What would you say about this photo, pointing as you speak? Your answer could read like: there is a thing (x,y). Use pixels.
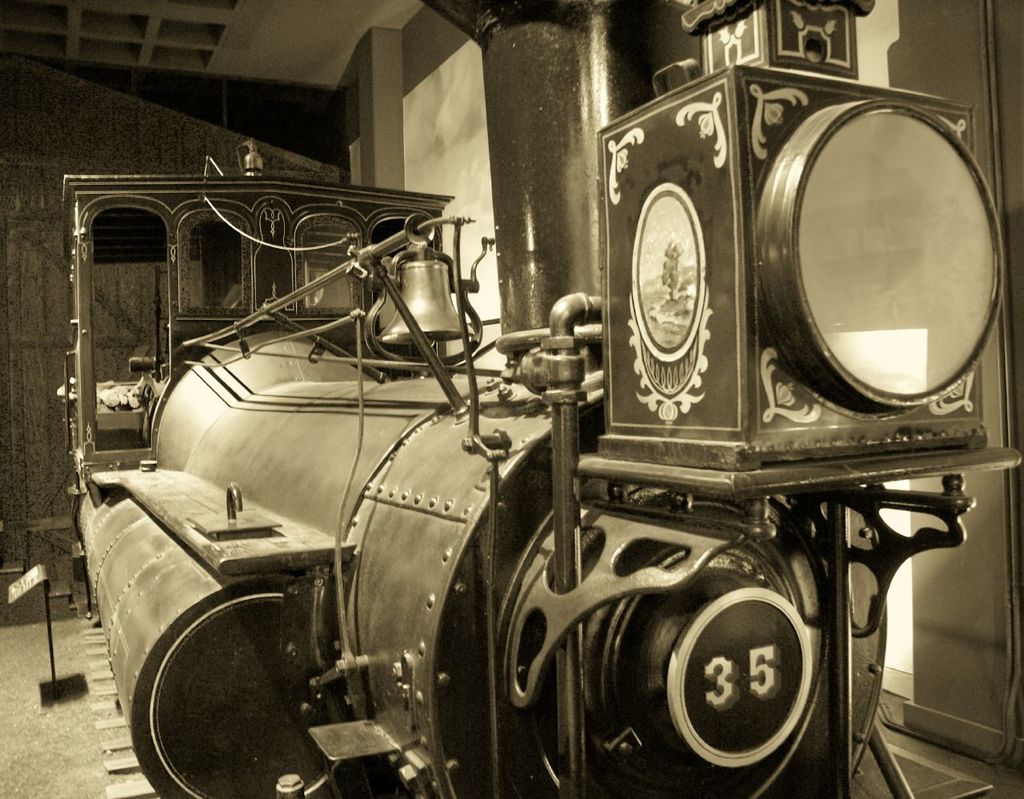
In this picture we can see a train engine (476,557), there is a bell (422,316) here, in the background (116,117) we can see a wall (146,110), it is a black and white picture.
